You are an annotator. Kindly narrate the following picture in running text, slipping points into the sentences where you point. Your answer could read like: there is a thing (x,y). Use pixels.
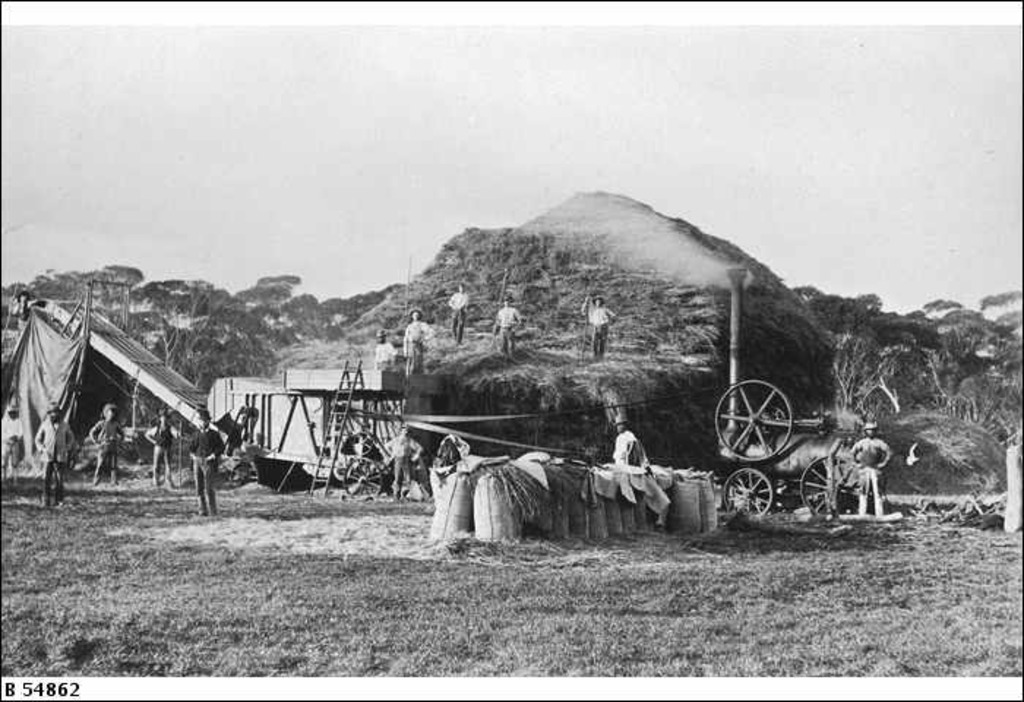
This is a black and white image. In the center of the image (679,431) we can see a heap of grass (537,363) and some people (421,327) are standing on it and holding the sticks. In the background of the image (131,272) we can see the trees (135,327), ladder (353,399), wheels (368,470), gunny bags (533,460), cloth (69,371) and some people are standing. At the bottom of the image (414,579) we can see the ground (551,597). At the top of the image (445,163) we can see the sky (288,149). In the bottom left corner (11,687) we can see the numbers (67,693).
